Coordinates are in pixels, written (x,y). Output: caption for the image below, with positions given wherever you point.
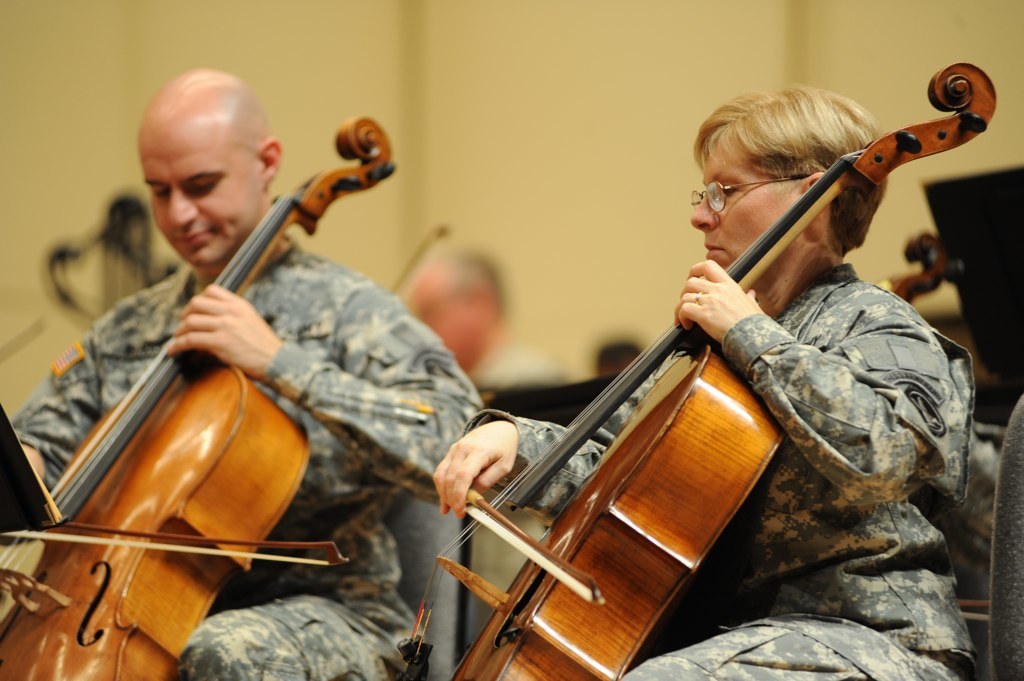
Here a man (281,314) is sitting and playing cello (243,458) next to him there is a woman (709,317) playing the cello (701,441). In the background (592,114) we see a wall (540,78) and a person (460,330) sitting behind these two people (212,333).
